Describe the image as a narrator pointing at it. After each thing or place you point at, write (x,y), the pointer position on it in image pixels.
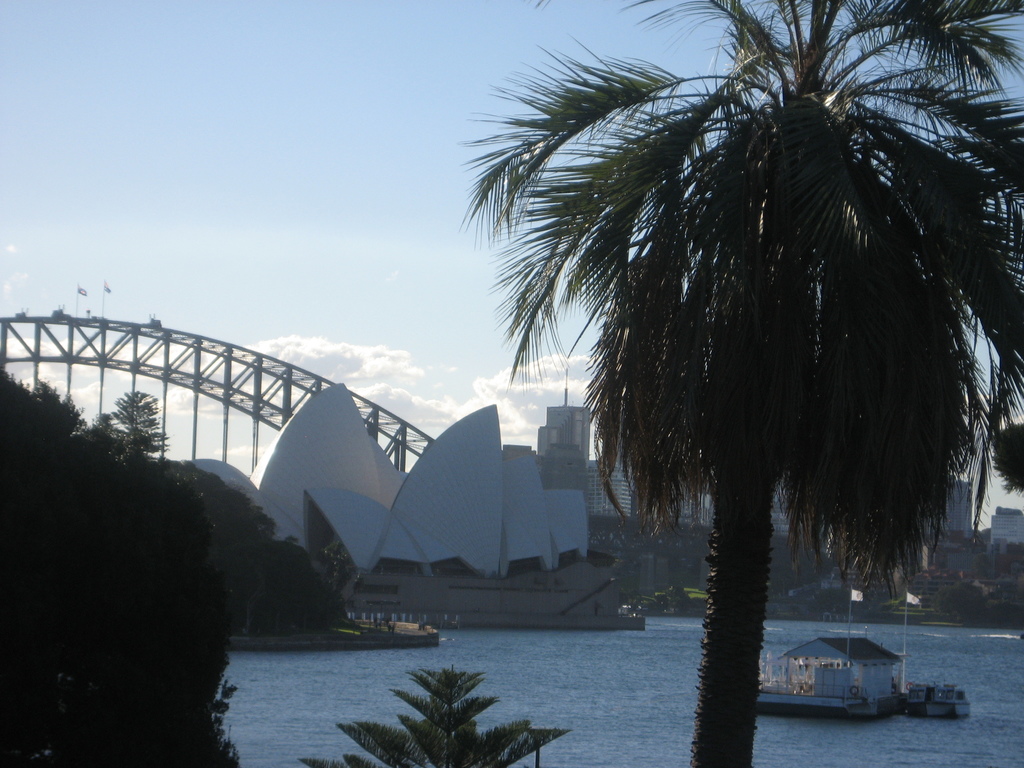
In this image, we can see some trees (142,538). There is a river (566,638) at the bottom of the image (535,692). There is an architecture (336,497) in the middle of the image (364,497). There is a shelter house (810,646) on the bottom right of the image (868,669). There is a sky (339,92) at the top of the image (469,54).
